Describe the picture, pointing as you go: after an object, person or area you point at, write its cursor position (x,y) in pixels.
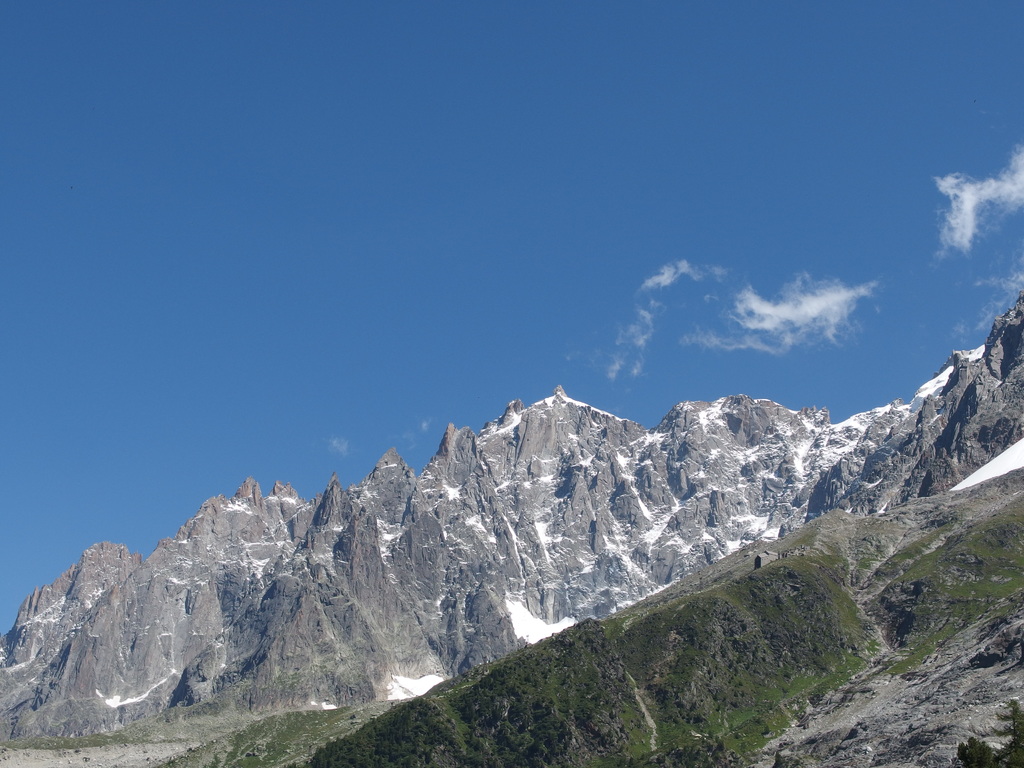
In this image we can see the mountains (597,452), snow (1000,466) and also the grass (739,692). We can also see the sky (638,184) with some clouds (786,299).
